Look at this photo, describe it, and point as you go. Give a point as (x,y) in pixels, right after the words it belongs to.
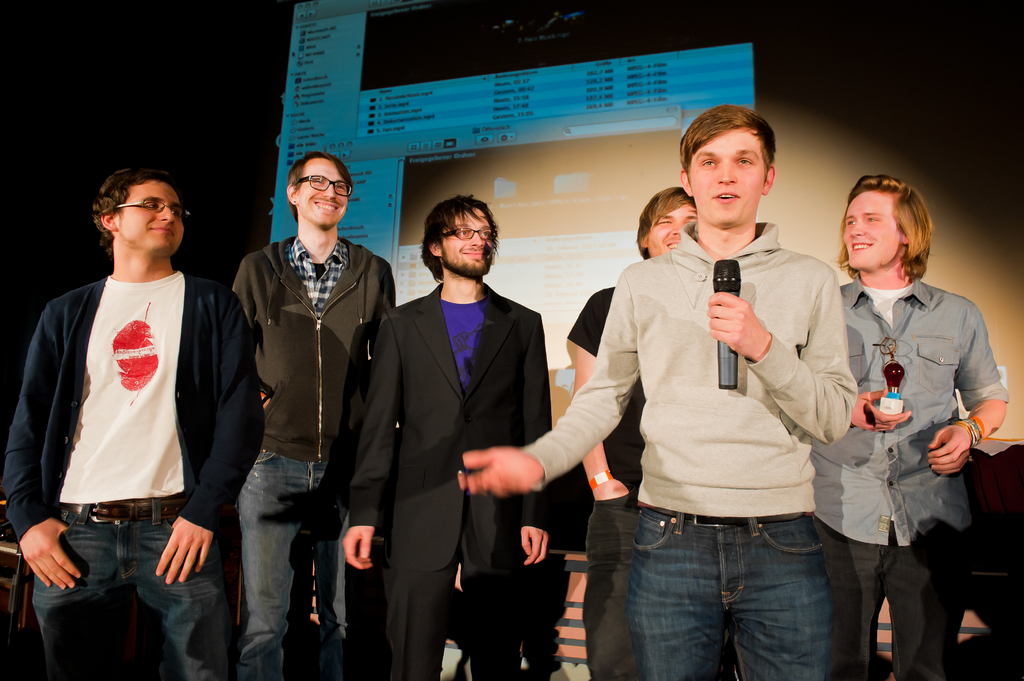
In this image we can see a few people (875,211) standing and among them one person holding a mic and talking and in the background (402,88), we can see a screen (444,99) with some picture (553,299).
